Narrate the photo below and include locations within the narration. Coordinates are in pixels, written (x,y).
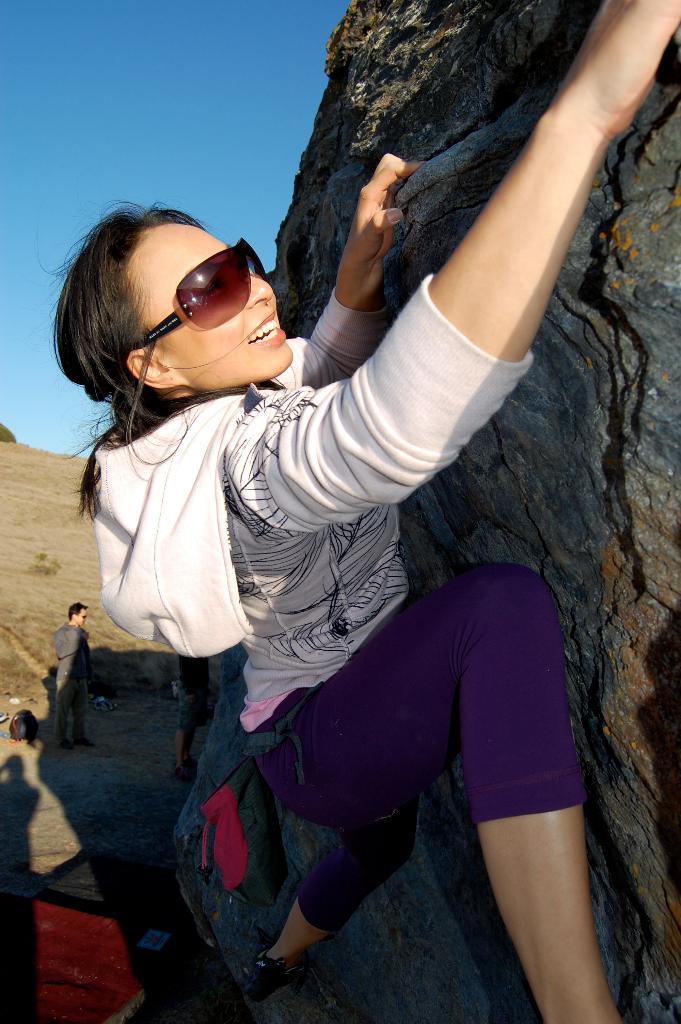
In this image I can see a woman (260,577) wearing white color t-shirt (301,510), short (384,676) and climbing the rock (594,296). In the background (191,690), I can see two persons (191,702) are standing on the ground (90,847). On the top of the image (181,99) I can see the sky (163,92).
